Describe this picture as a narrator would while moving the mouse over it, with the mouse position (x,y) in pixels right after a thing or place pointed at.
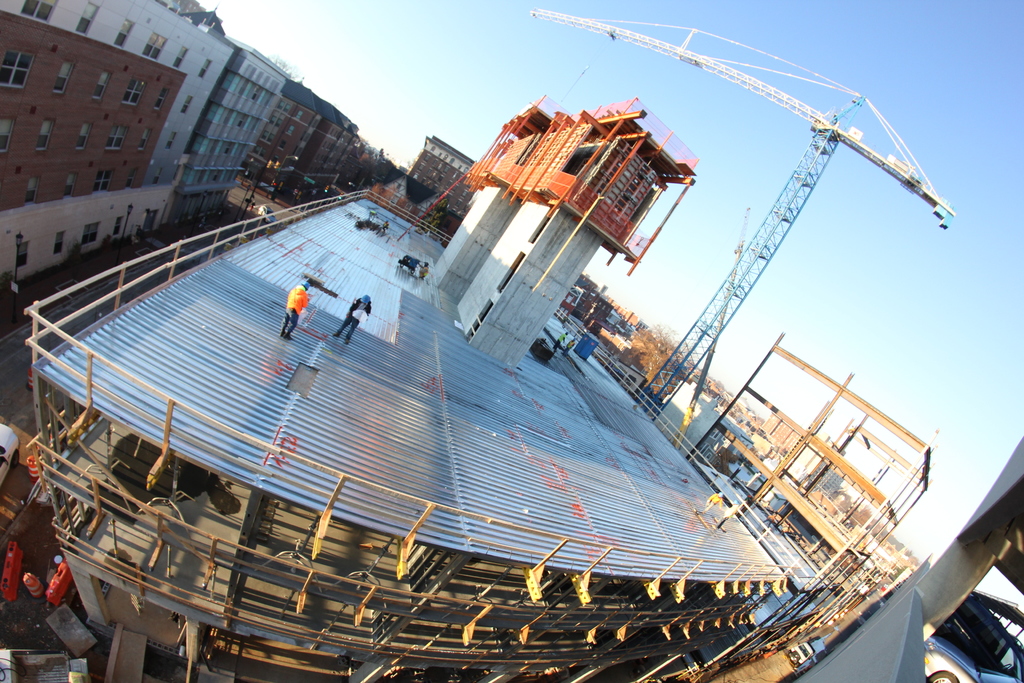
In the image some construction work is going on and there is a huge crane (657,392) behind the building (309,382) and around the construction (250,255) there are many houses (333,154) and other buildings (74,128).
